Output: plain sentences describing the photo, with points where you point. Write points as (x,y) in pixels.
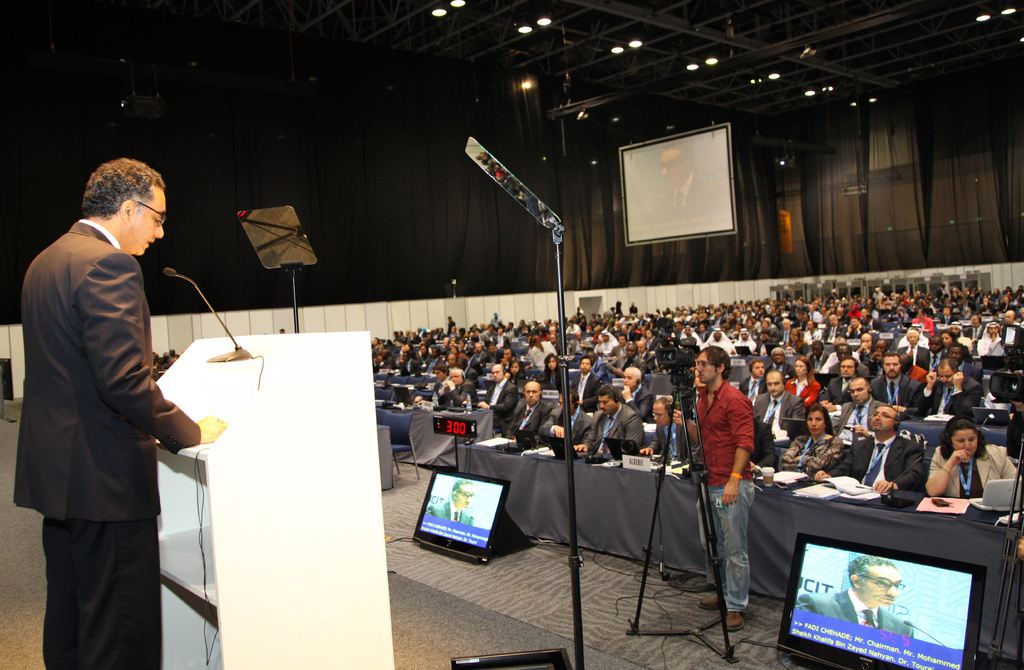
In this picture we can see some people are sitting on chairs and some people (70,390) are standing. In front of the standing man (103,392) there is a podium (211,453) and on the podium (202,347) there is a microphone (215,311) and cables (208,604). In front of the podium (279,442) there are screens (821,610), stands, digital clock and a camera (673,375) with the tripod stand (686,370). At the top (665,174) there are lights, trusses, a projector (146,107) and a projector screen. Behind the projector screen (661,162) there are black curtains (817,138).
